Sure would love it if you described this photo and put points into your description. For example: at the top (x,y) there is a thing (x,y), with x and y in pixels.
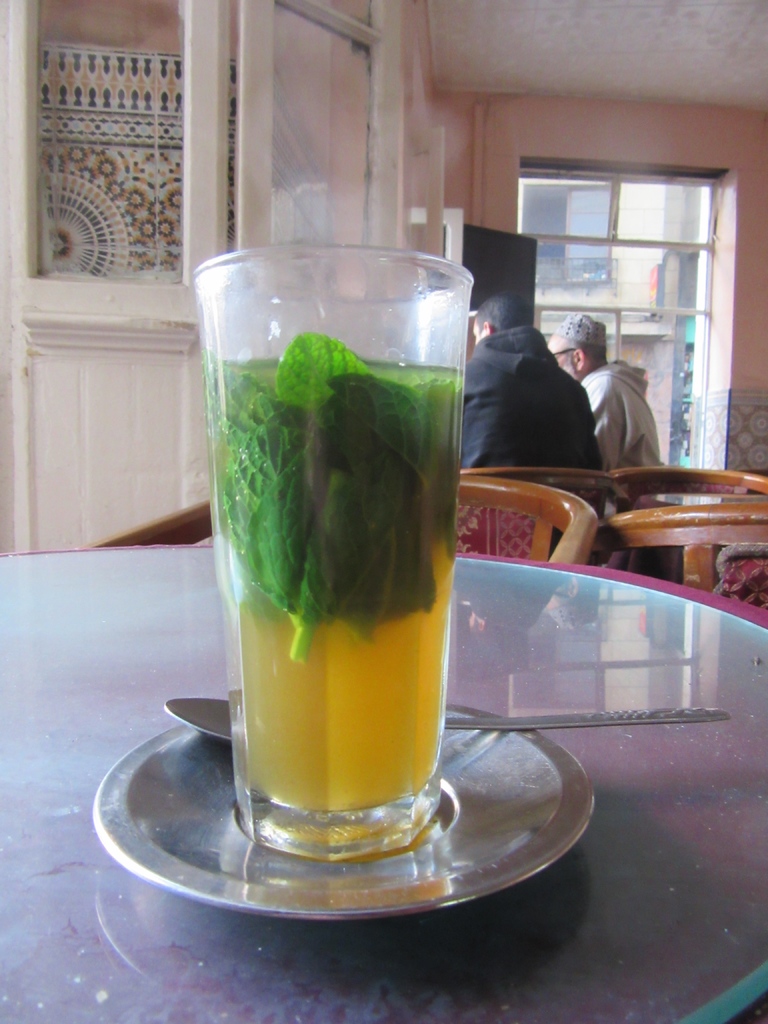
In the image in the center (468,668), we can see one table (614,682). On the table (310,959), there is a saucer (298,877), spoon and glass (356,719). In the glass (271,672), we can see mint leaves (305,636) and water (303,711). In the background (420,177) there is a wall (554,103), roof (507,26), window (692,189), chairs (728,527) and two persons (534,408) are sitting.
